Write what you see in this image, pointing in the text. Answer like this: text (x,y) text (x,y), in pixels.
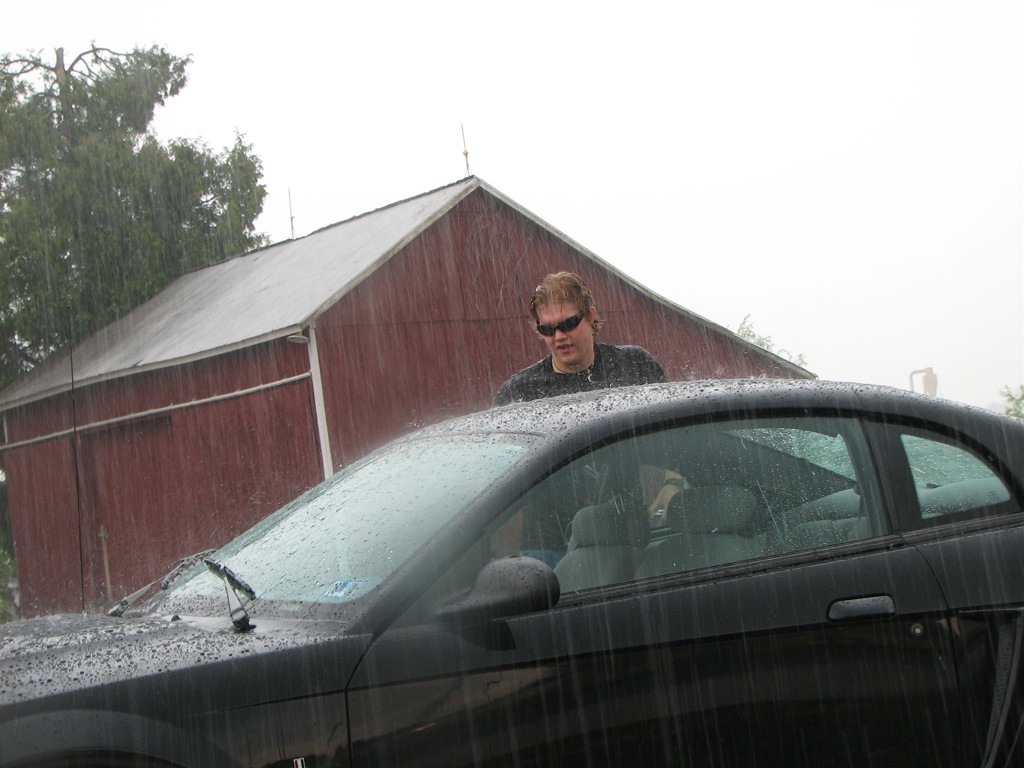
In this image there is a car (608,641), behind the car (603,449) a man (602,361) is standing, in the background (346,370) there is a house (301,287) and a tree (113,177) and it is raining.
